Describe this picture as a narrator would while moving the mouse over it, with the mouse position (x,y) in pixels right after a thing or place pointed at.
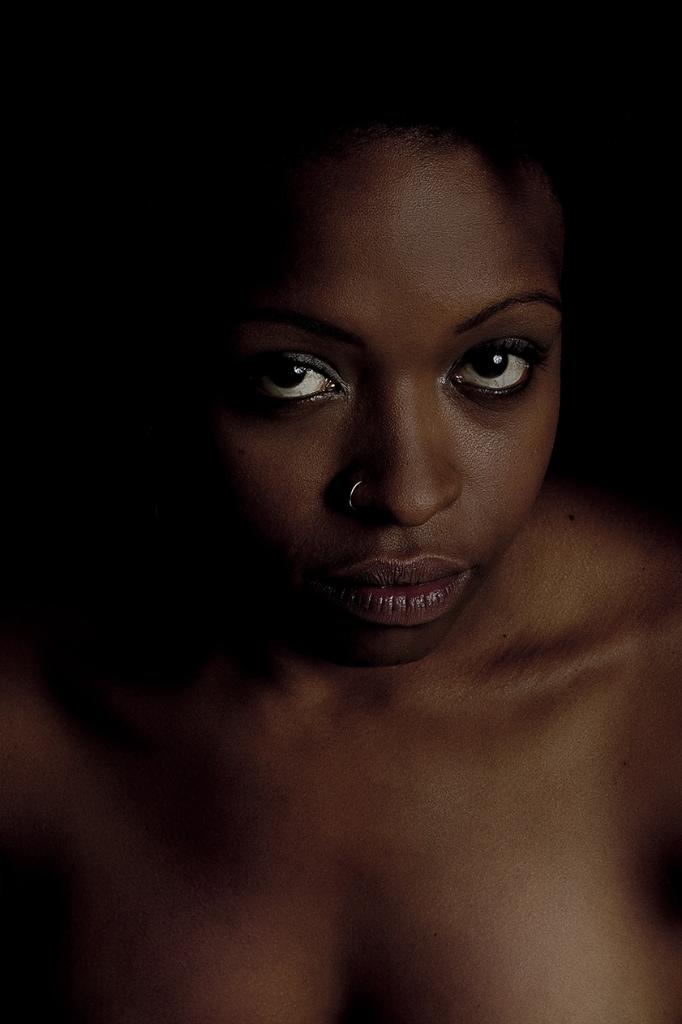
In this image we can see the face (337,291) of a girl (503,517).
